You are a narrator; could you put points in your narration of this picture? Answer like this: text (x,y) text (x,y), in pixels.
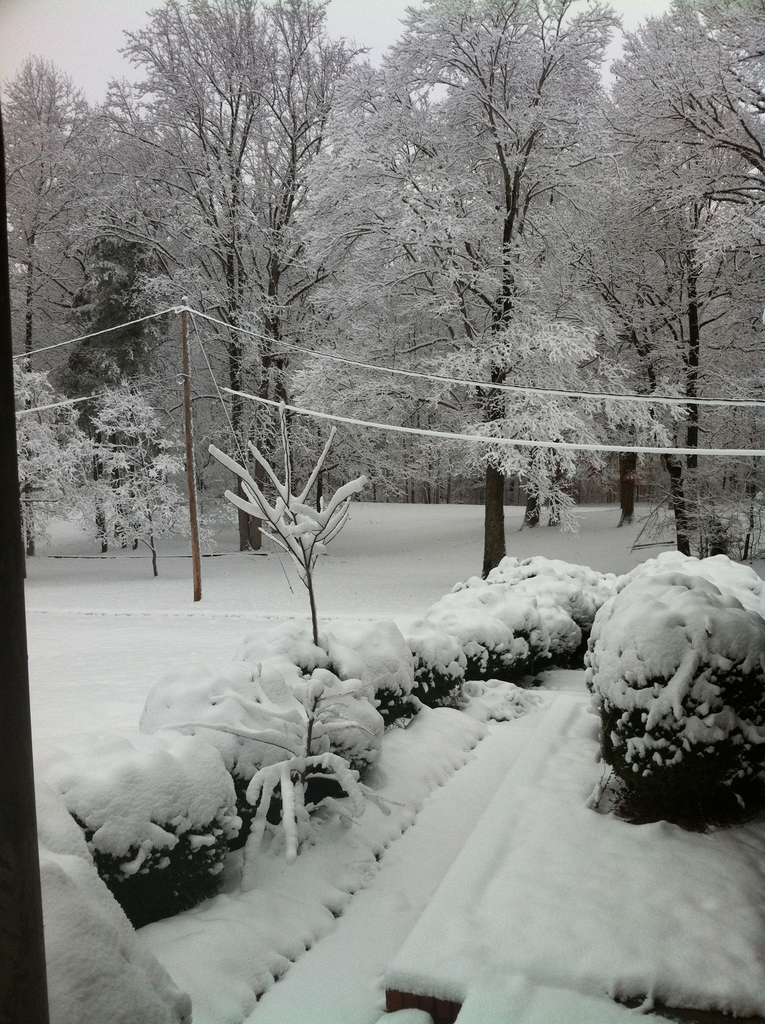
This is a colour picture. Here we can see a pole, plants (308,594) covered with snow (624,621), and trees (308,274). And this is sky (92,11).
